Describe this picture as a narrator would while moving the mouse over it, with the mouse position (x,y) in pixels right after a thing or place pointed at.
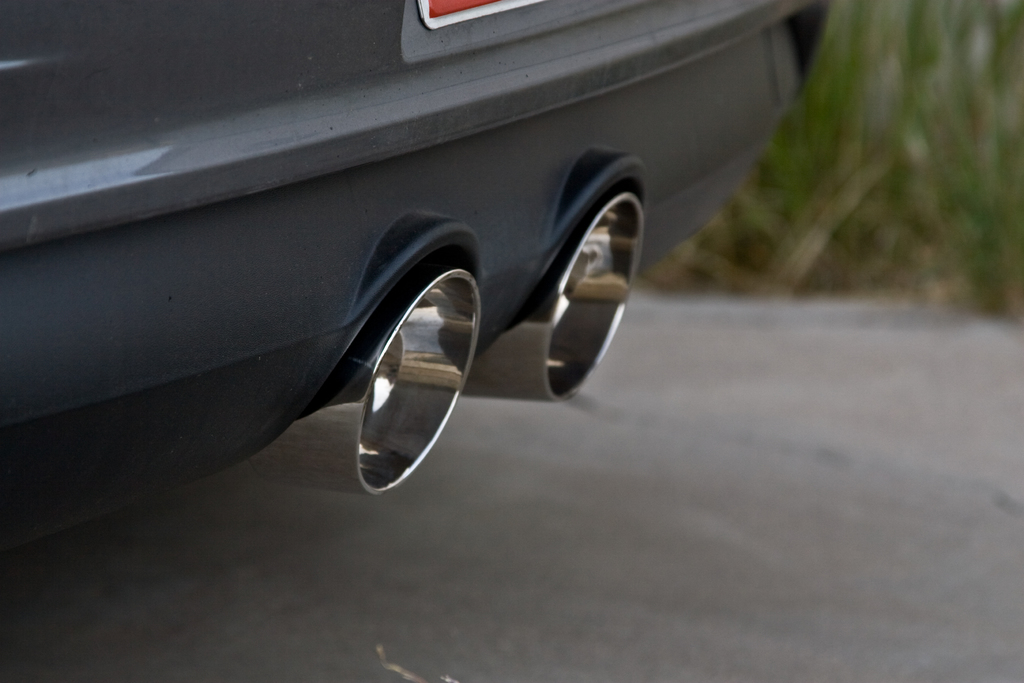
In this picture I can observe tailpipes (432,340) of a vehicle (392,191). The background (793,205) is blurred.
